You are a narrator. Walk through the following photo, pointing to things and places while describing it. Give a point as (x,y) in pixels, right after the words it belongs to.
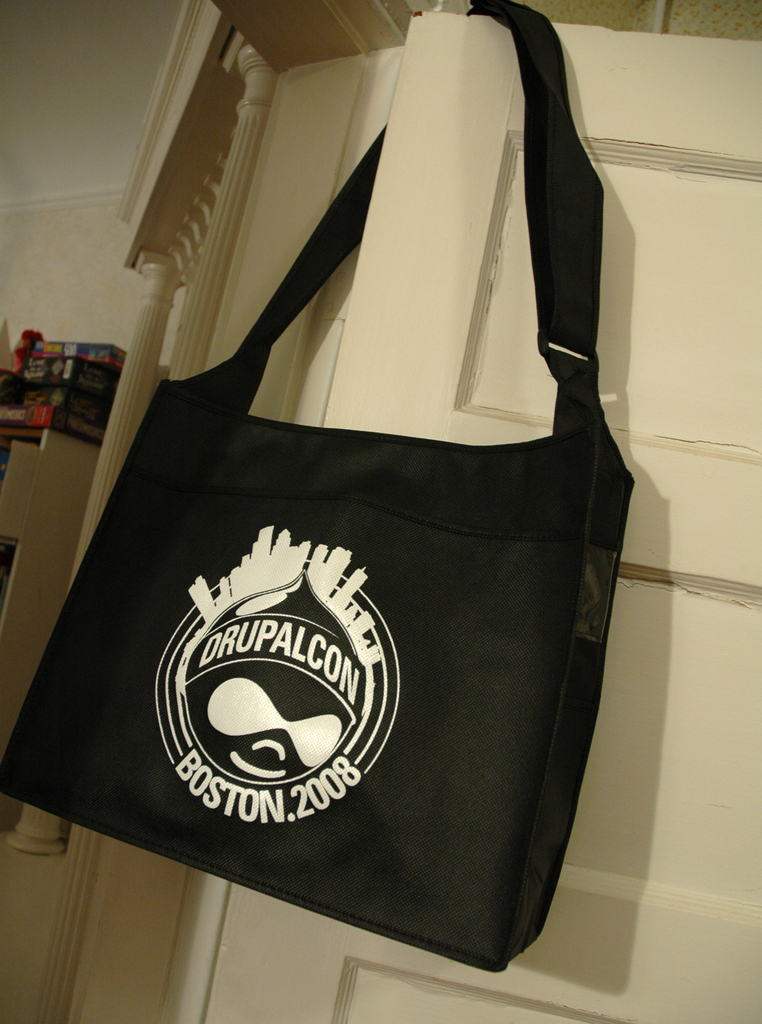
In this picture there is a bag (333,263) kept on door (483,977) and there is a logo (246,587) printed on the bag (326,803) and also there is a wall (91,222) behind and some boxes (65,383) kept over here on the left side (98,394).
